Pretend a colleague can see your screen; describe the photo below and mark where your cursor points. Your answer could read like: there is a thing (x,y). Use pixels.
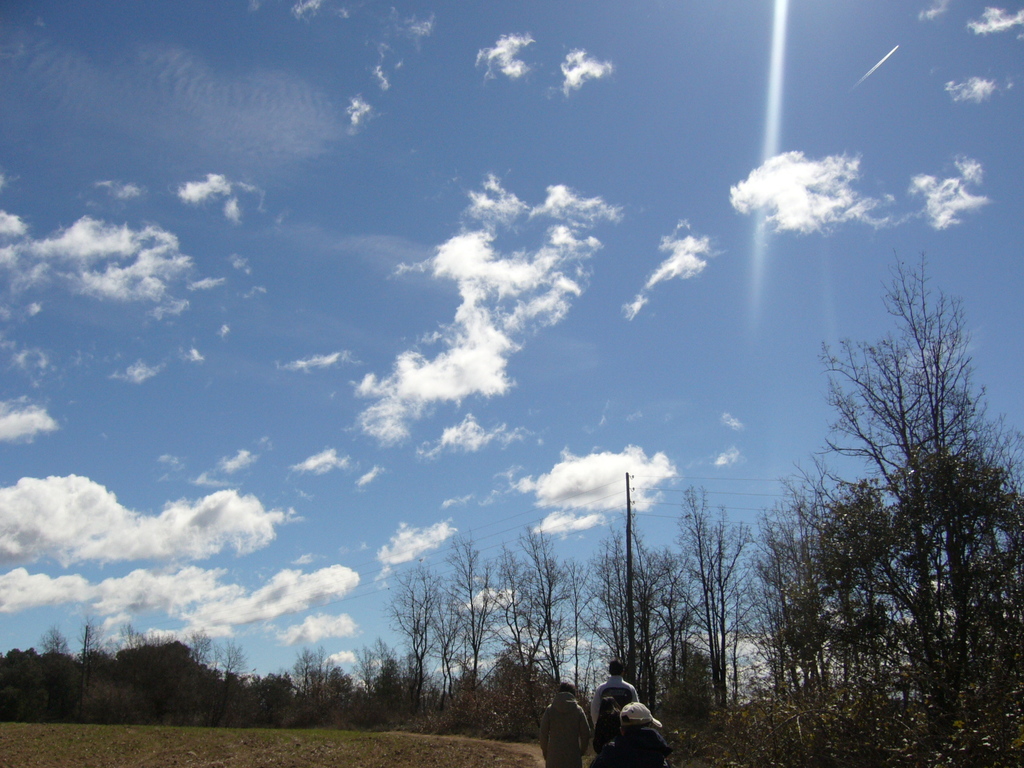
In this image, we can see three persons (607,681) standing and wearing clothes (578,711). There are some trees (985,583) in the bottom right of the image (992,647). In background of the image (693,120), there is a sky (806,138).
